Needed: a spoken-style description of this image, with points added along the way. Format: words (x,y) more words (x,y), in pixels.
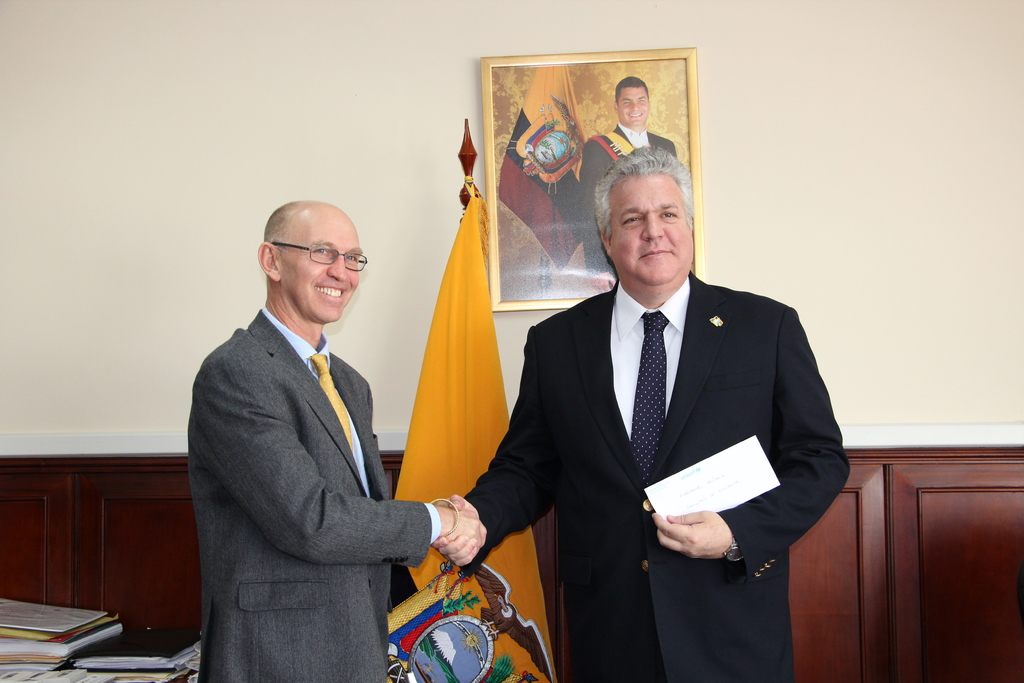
In this picture I can see couple of men (231,363) standing and shaking their hands (476,537) and I can see few books (69,648) on the table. I can see a flag (472,260) and a photo frame (555,166) in the back (507,182) and I can see a man (716,515) holding a paper (660,504) in his hand (676,536).
